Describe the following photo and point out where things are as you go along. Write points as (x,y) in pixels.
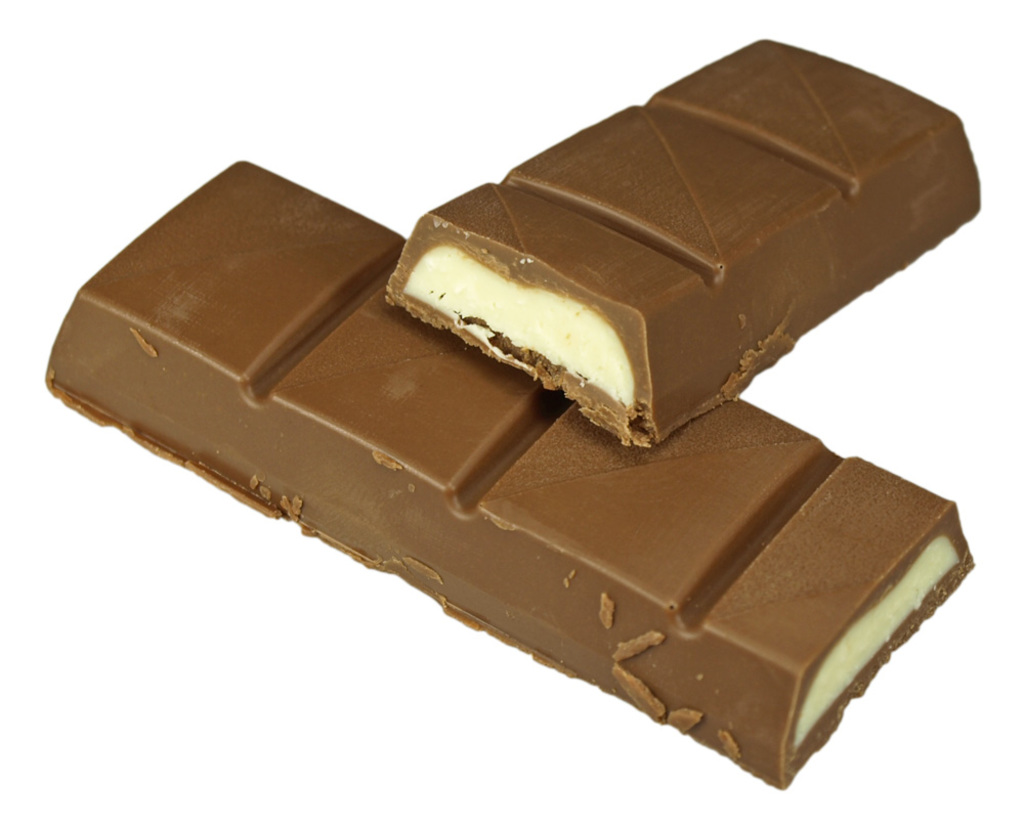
In this image there are two bites (691,337) of cream-filled chocolates (668,473) one above the other.
